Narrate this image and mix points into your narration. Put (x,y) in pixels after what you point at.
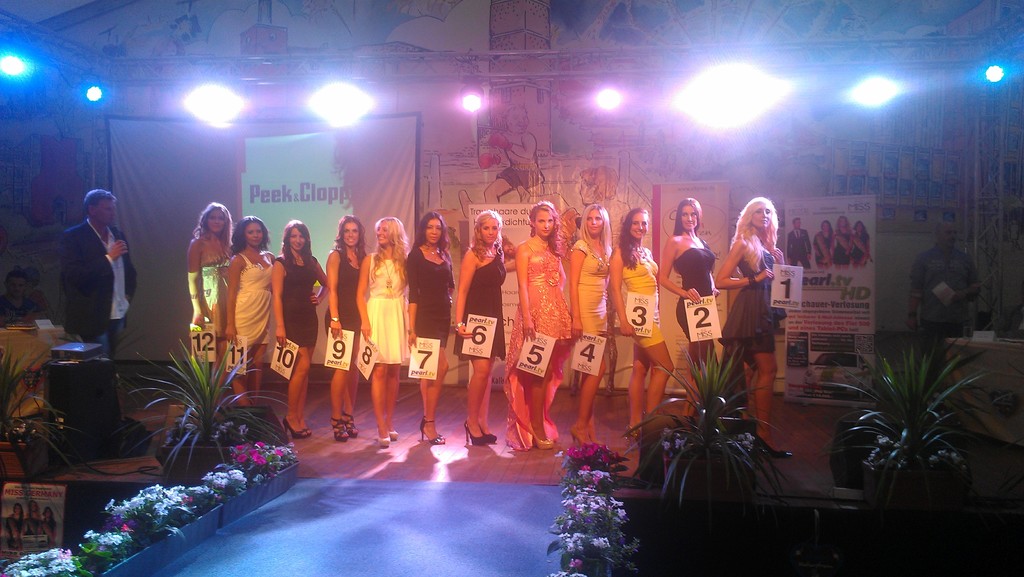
In this image there are twelve ladies (285,322) standing in a line holding number boards (362,346) in their hands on a stage (379,456), on the left (104,271) there is a man (99,287) standing in front of them there is a path (541,565) and plants (292,445), in the background (283,181) there are posters (335,182), on that posters (335,182) there is some text (861,291) and image (839,232) and there are lights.
